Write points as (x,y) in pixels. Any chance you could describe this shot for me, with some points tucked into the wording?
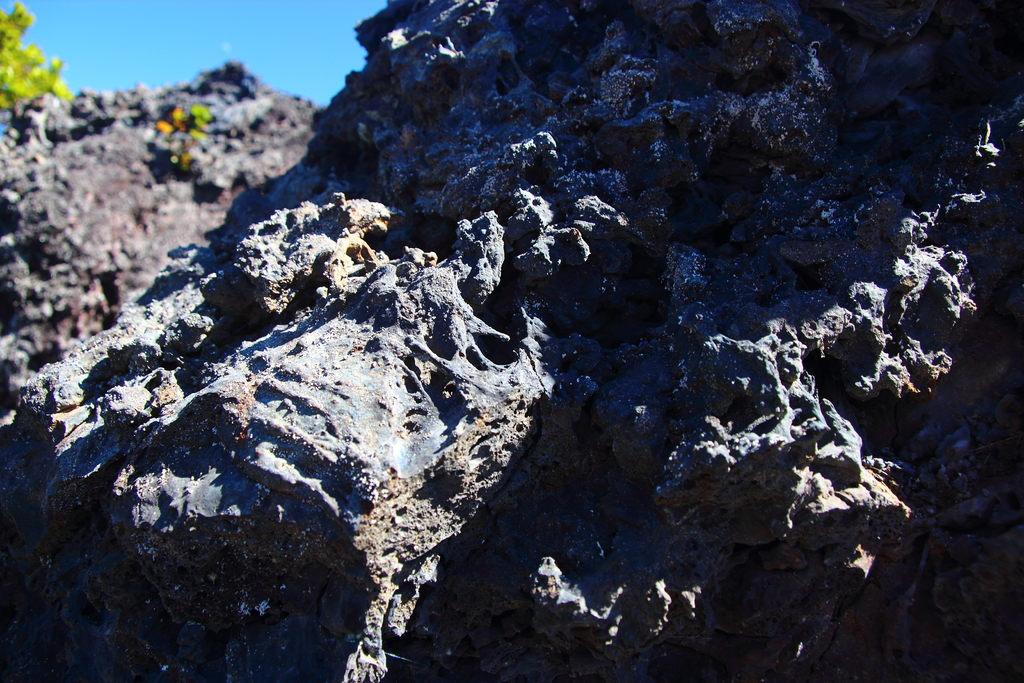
In this picture we can see rocky hills (663,358) with plants (174,163). Here the sky (160,79) is blue.
